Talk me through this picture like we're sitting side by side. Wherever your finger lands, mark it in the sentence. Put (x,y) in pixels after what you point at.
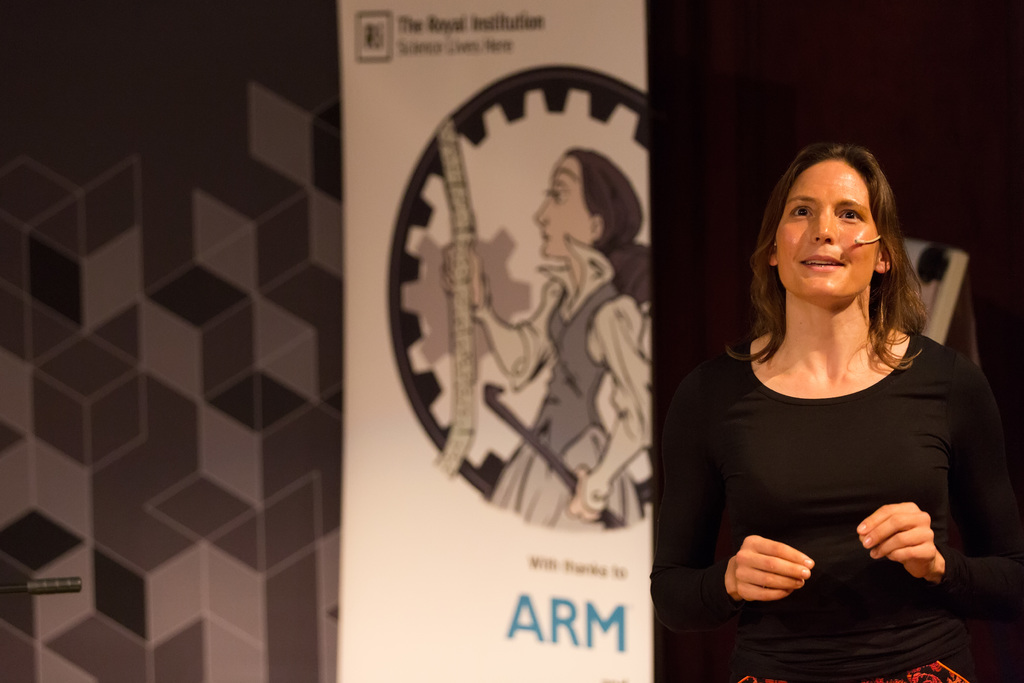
In this picture there is a girl (900,543) wearing black t-shirt (834,443), standing on the stage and giving speech. Behind there is a white color art design banner (530,471).
